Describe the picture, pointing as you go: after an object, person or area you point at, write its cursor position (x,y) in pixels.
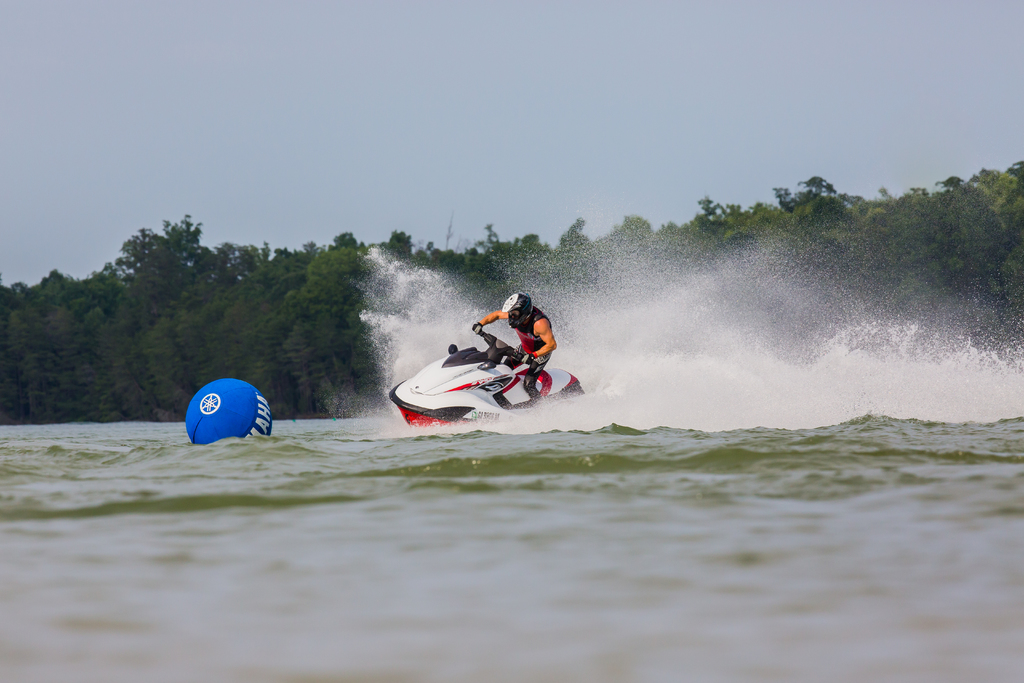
In this image we can see a person (523,327) riding on the jet ski (498,349) on the river (431,582), there is a ball (231,397) with text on it, also we can see trees (274,397) and the sky (391,231).
